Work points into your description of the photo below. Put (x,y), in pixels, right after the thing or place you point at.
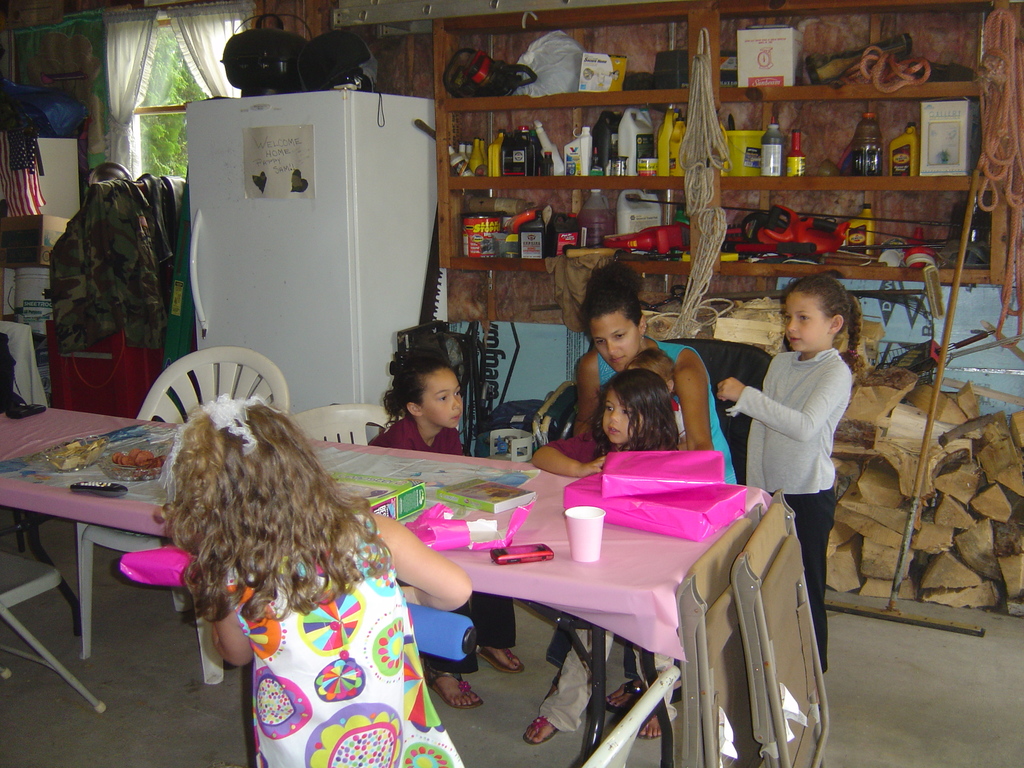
This is a picture of an inside room (305,3). A poster (308,162) on fridge (340,166). In a rack (570,181) there are things (800,219). This persons (634,387) are sitting on a chair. In-front of them there is a table (558,521). On a table (645,563) there is a cup (585,555), mobile (535,555), gift (701,514), book (461,491) and paper (413,476). This 2 kids (358,515) are standing. A american flag (4,194). Window (145,63) with curtain (206,73).
